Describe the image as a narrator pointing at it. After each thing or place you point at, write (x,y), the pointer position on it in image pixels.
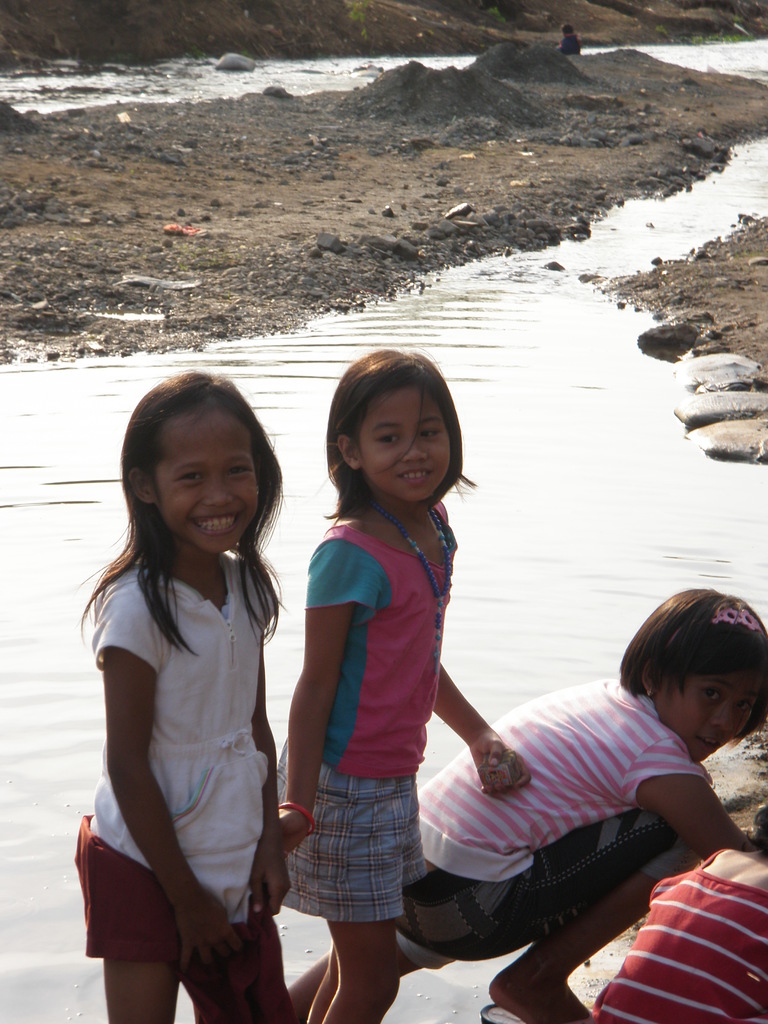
In this picture there are kids (552,883) and these two kids (190,543) standing and smiling. We can see water (559,364) and stones (693,351). In the background of the image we can see a person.
